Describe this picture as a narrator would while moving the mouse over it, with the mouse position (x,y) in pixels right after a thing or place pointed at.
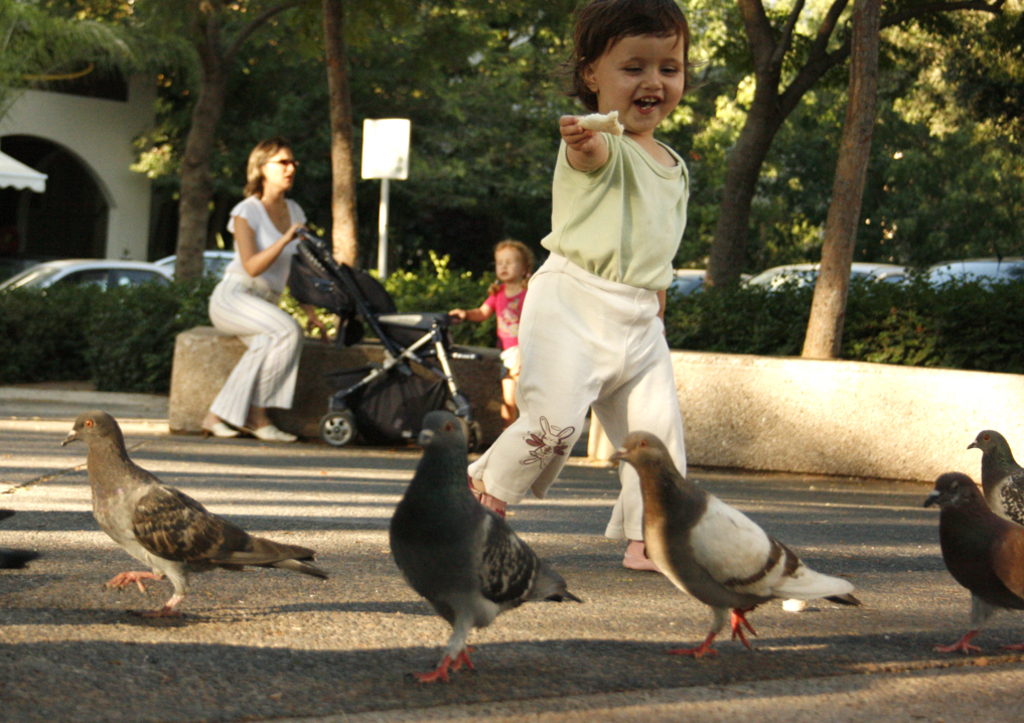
In this image there is a small baby (541,470) walking on the road (507,660) beside the birds (441,501), also there is a lady (228,312) sitting on the bench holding a trolley (439,336) where another baby (461,311) is standing behind them there are so many cars (1003,273), trees (941,210) and buildings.
